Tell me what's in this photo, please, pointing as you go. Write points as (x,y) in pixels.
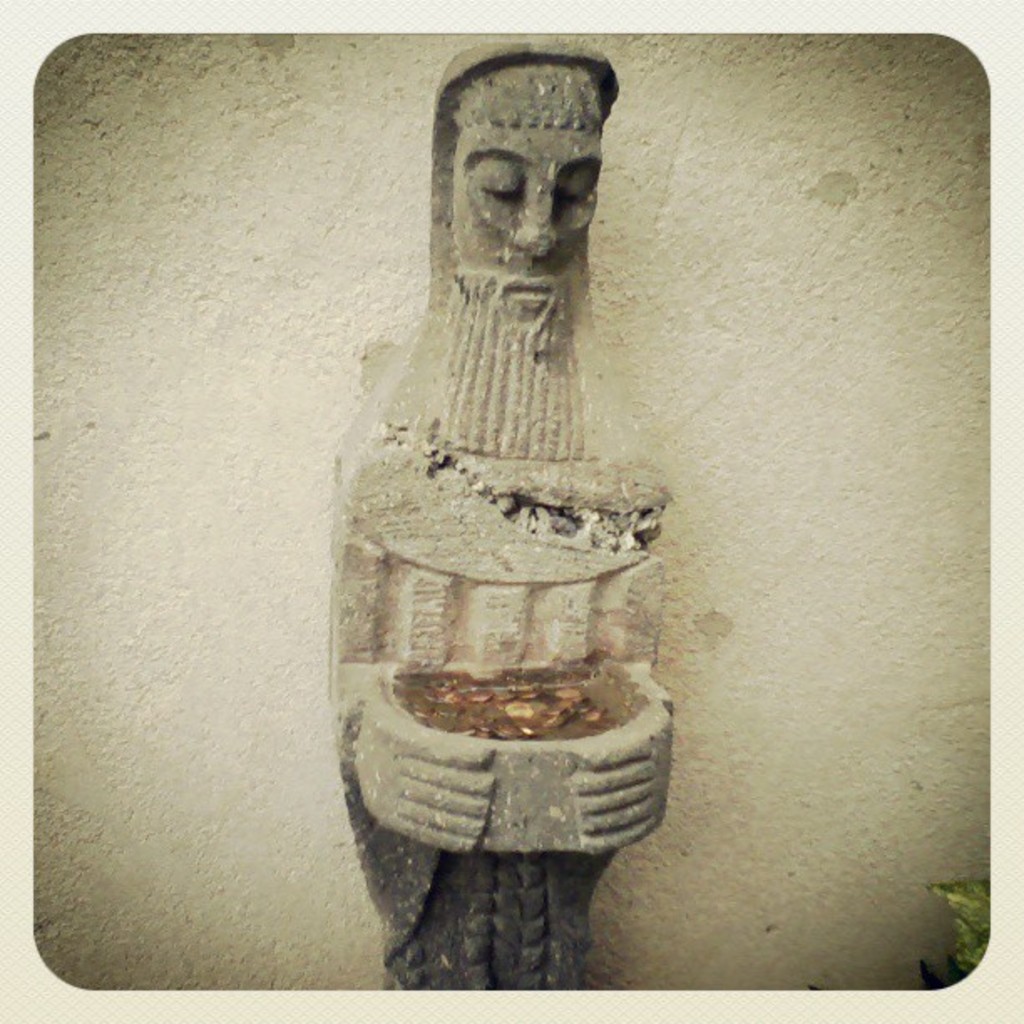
This picture is an edited picture. In this picture there is a sculpture (355,658) in the foreground (516,604). At the back (793,780) there's a wall (765,616). In the bottom right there is a leaf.
